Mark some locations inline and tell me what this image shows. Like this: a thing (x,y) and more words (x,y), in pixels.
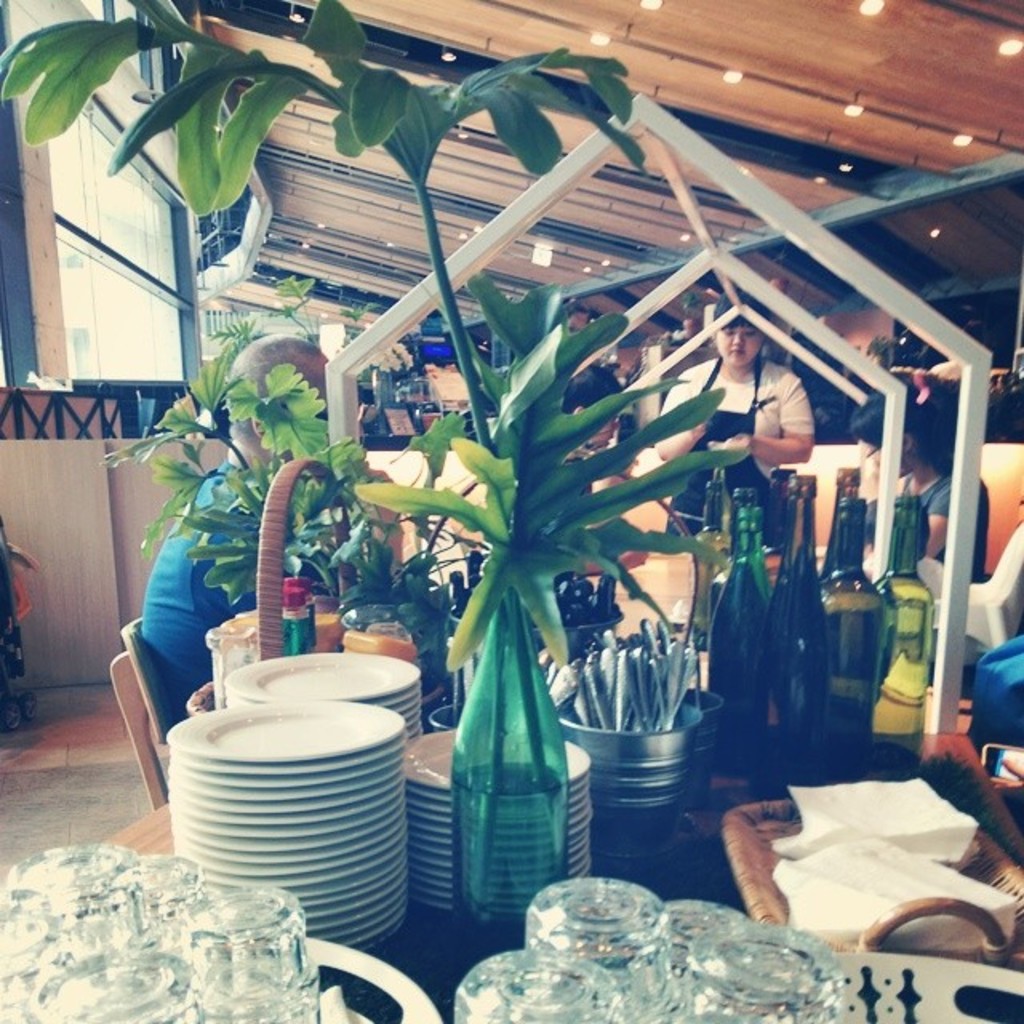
In this image I can see there are plates (312,852), glasses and flower vase (548,792) on this dining table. On the right side (843,673) there are wine bottles (853,677), in the middle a woman (781,420) is standing, she wore a white color t-shirt (779,398). On the left side (270,345) a man (225,576) is sitting on the chair (132,721), at the top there are ceiling lights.
